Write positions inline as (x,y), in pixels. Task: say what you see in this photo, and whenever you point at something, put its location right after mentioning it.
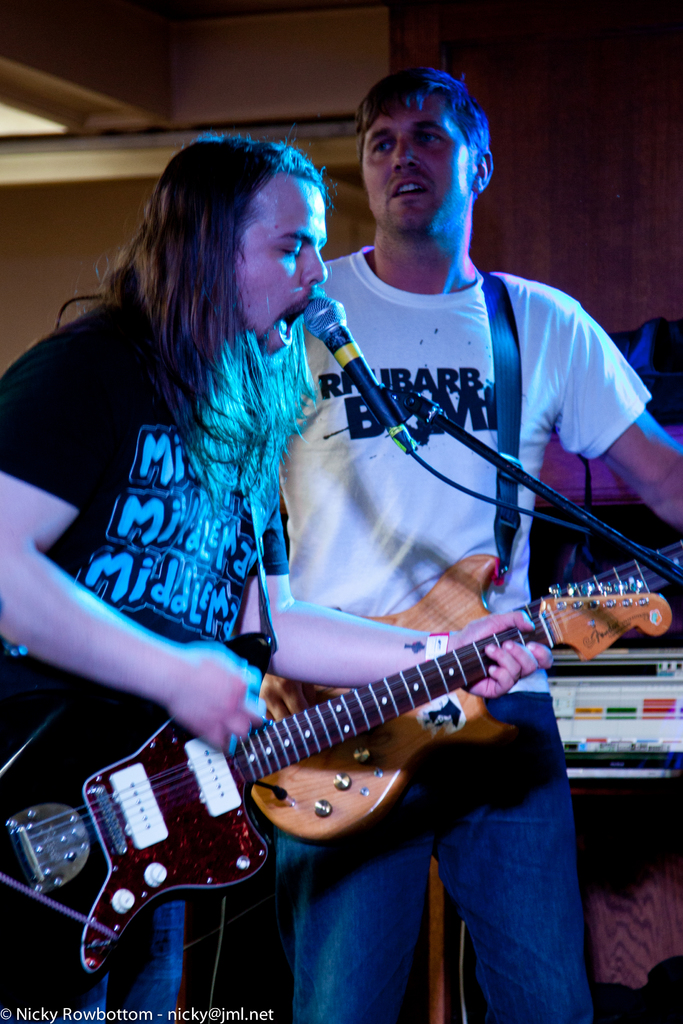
The picture consists of two persons (238,501), they are playing guitar (3,815). On the left (211,419) the person (262,410) is singing. Towards right (511,472) we can see mic (356,374), stand (466,430) and musical systems (621,669) also. In the background (83,168) it is wall (634,218).
